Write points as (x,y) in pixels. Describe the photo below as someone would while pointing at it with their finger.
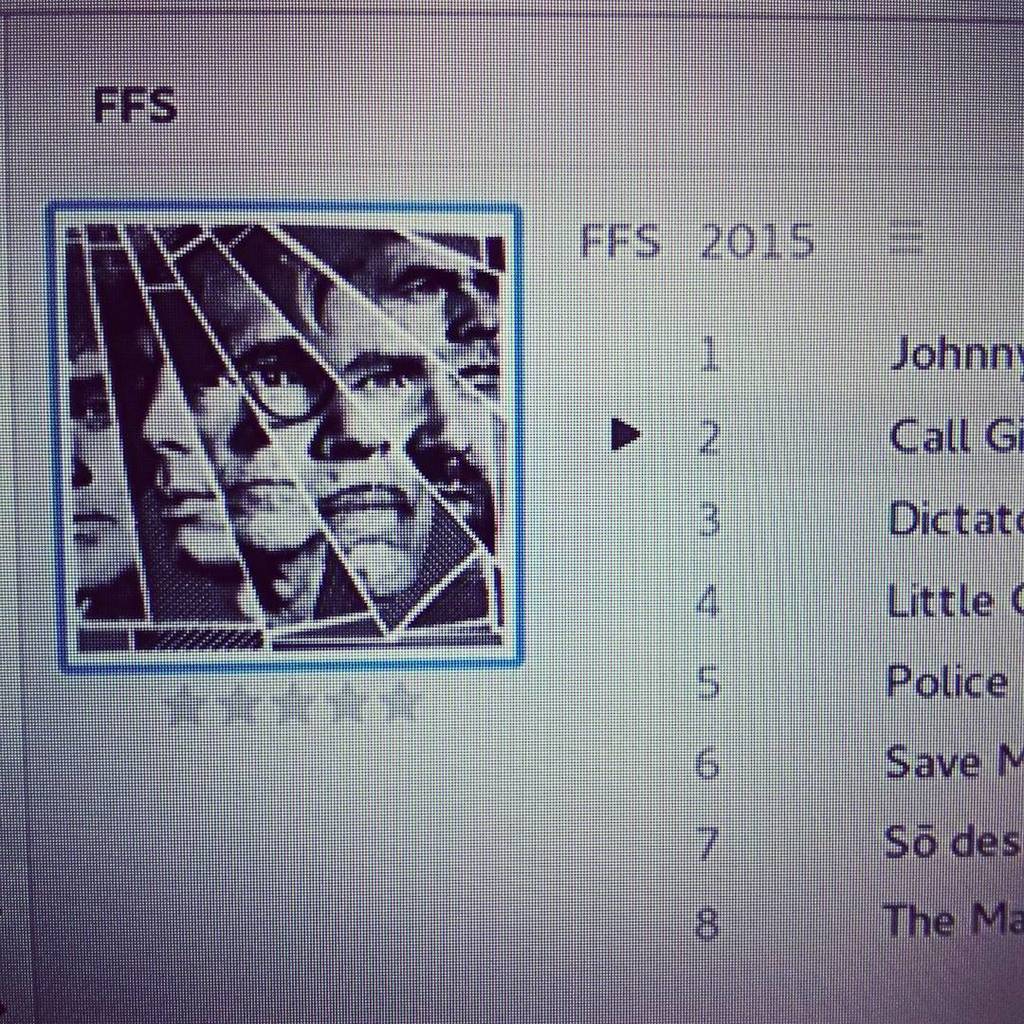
In the image we can see there is a collage photo (471,322) of men faces (440,430) and below it there are five stars (361,714) and above it its written as "FFS" beside the picture there is written "FFS 2015" and below it there is list (813,670) of words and numbers (709,357) from one to eight and an arrow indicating to the second one.
